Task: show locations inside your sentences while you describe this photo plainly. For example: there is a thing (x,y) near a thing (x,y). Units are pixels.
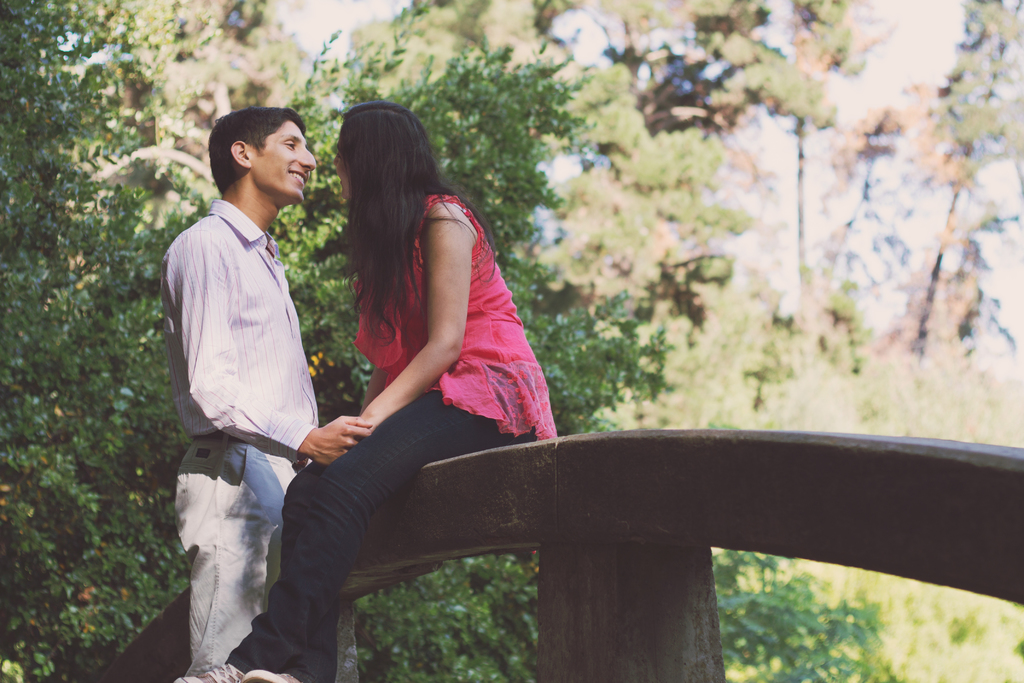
This image consists of two persons (376,472). The woman (402,468) is sitting on a stone bridge railing (428,488). She is wearing a pink top (503,334). In the background (638,267), there are many trees (638,267). The man (228,412) is wearing a formal dress (250,541).
